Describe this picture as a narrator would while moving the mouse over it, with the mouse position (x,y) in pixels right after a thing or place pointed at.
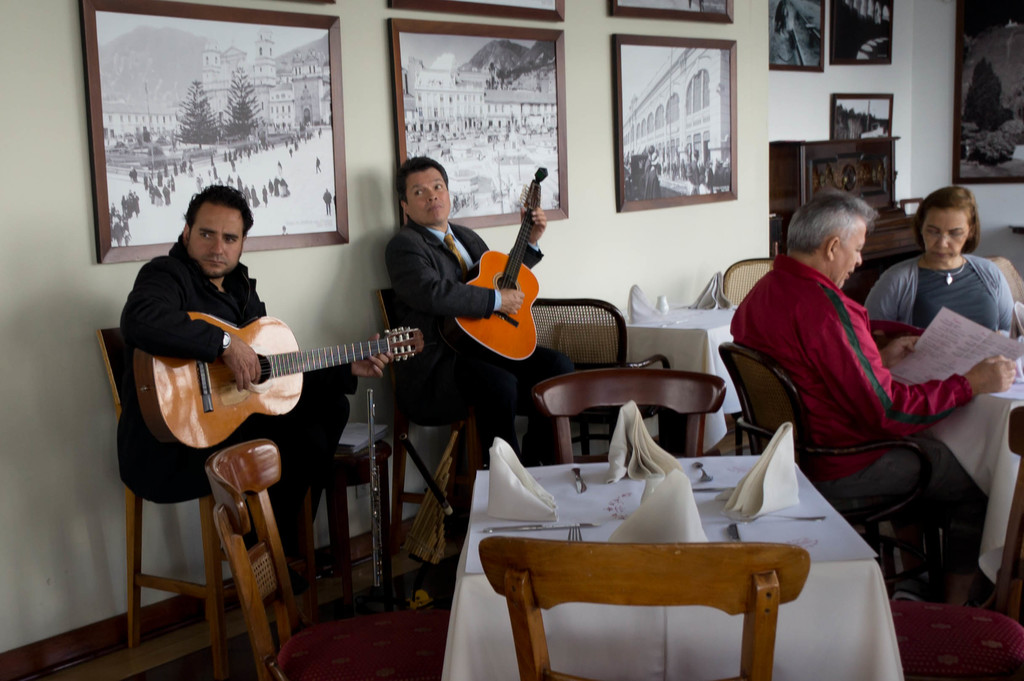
here in the picture we can see different persons (235,285), two persons (223,250) are sitting on the chair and holding guitar (278,324), two persons (929,391) on the chair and seeing the menu card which is in front of them on the table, here we can also see different frames (205,81) on the wall (28,145).
